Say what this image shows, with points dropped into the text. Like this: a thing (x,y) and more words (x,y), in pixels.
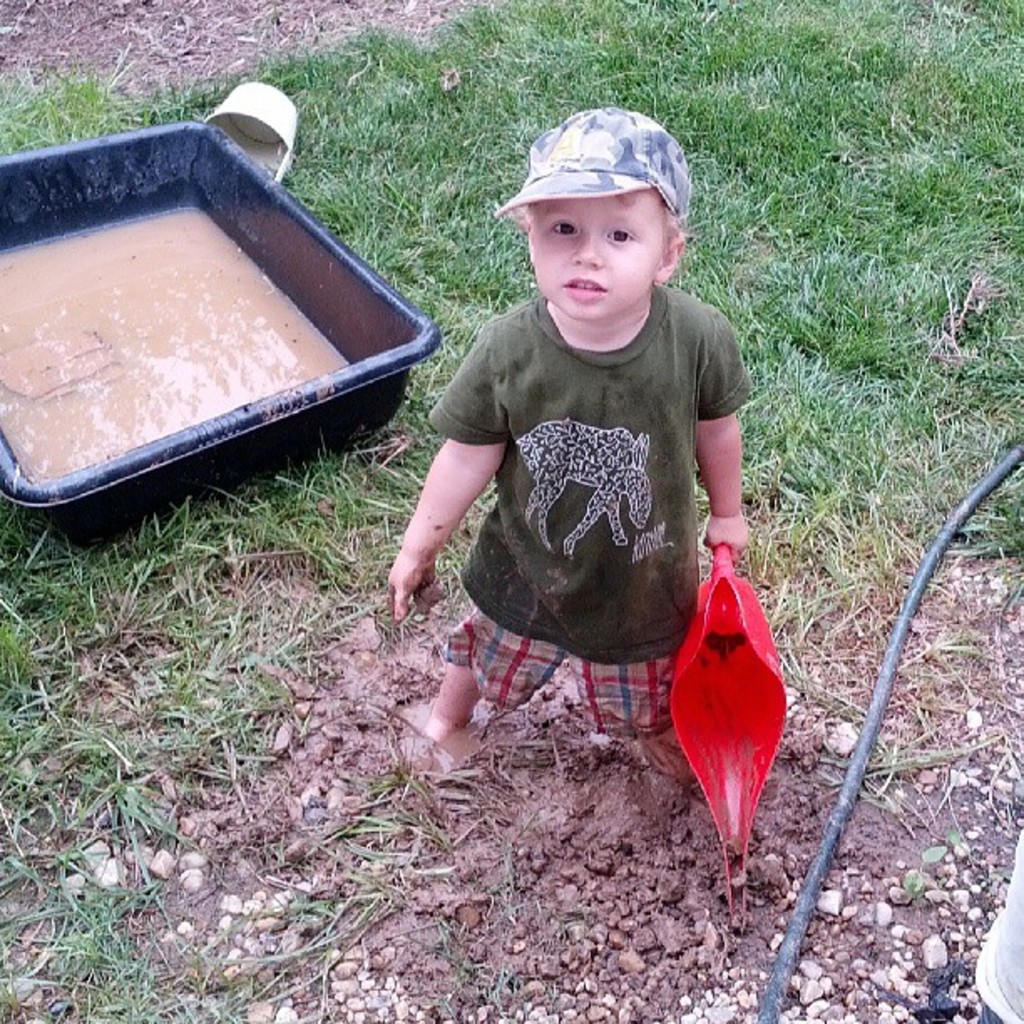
In this image we can see a child (574,571) standing holding a scoop (676,704). We can also see a pipe (788,960), grass (344,599), mud water (164,378) in a tub (339,390) and a mug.
